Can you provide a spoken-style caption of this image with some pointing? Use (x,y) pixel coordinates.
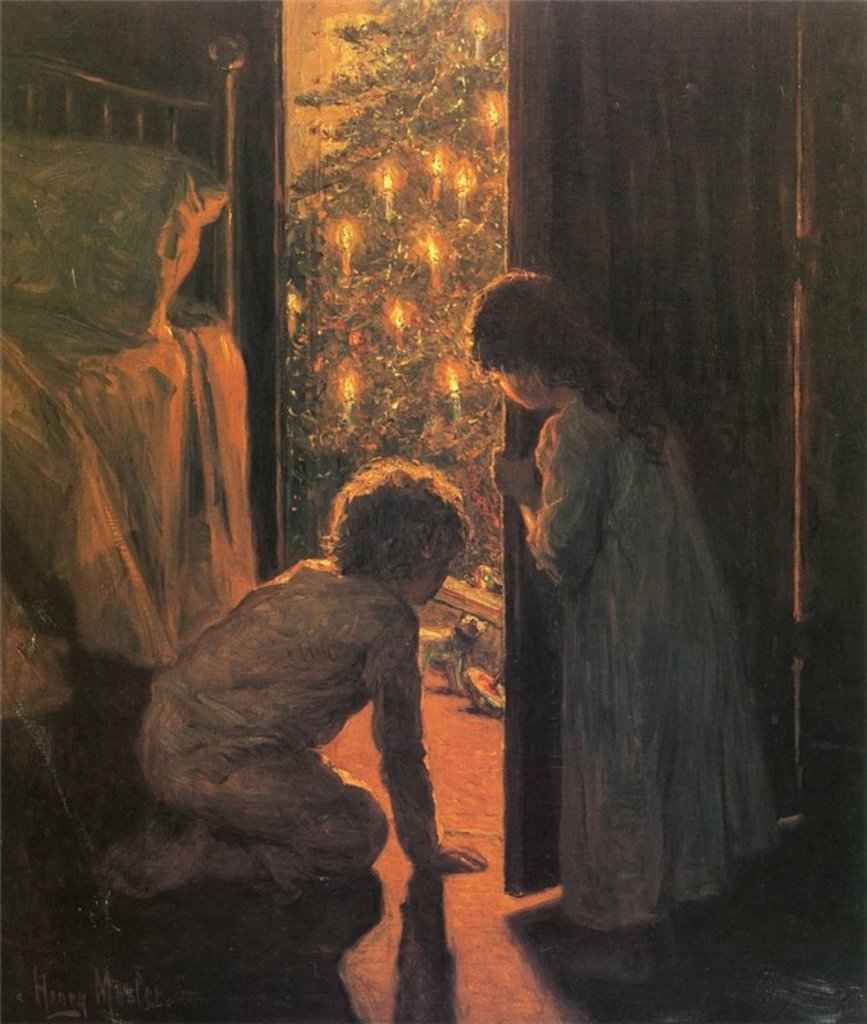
In this image we can see a drawing of a boy (442,854) sitting on his knees (325,789) and a girl (712,805) standing beside him holding the door (546,577). We can also see a bed (224,473) beside them with a pillow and a tree (367,392) with some candles (397,337).
